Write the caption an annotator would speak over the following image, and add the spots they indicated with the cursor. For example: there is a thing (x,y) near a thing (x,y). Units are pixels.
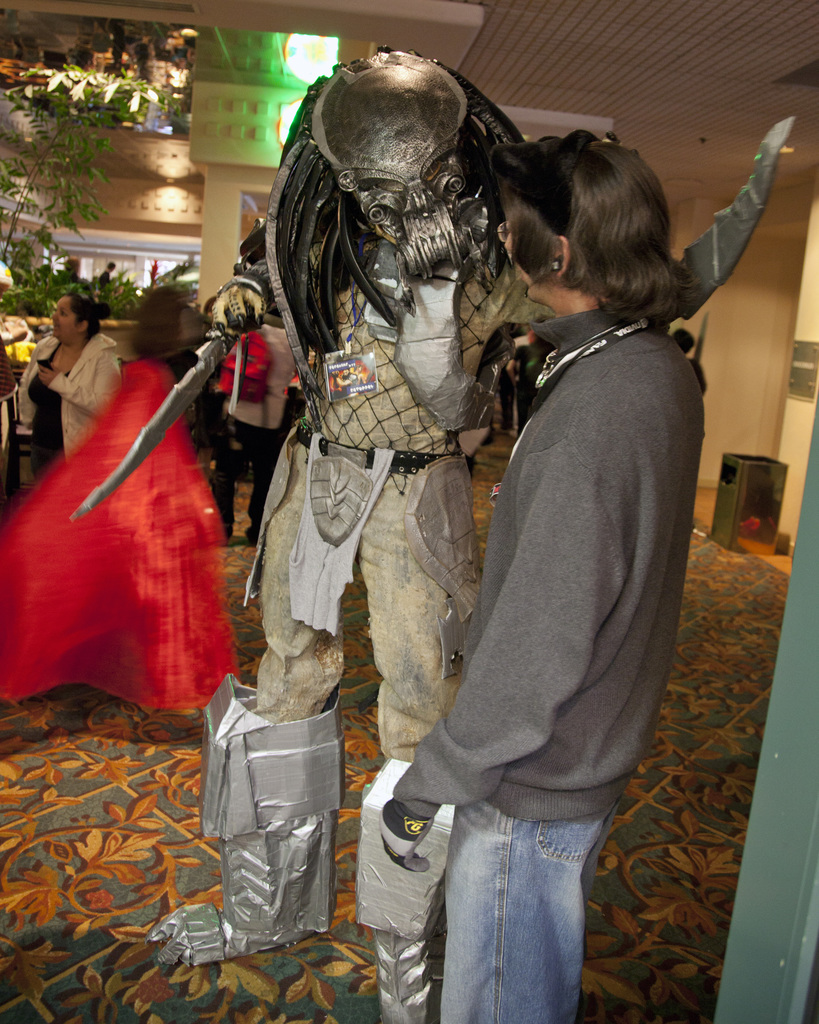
In this image there is one person's (606,632) standing at right side of this image (572,632), and one more person (410,541) standing in middle of this image (369,485) is wearing a mask (444,194) and there are some other persons (97,452) standing at left side of this image (90,444) and there is a wall (158,187) in the background (209,165) and there are some trees (129,285) at left side of this image (26,279) and there is a designed surface (665,869) at the bottom of this image (341,886).
